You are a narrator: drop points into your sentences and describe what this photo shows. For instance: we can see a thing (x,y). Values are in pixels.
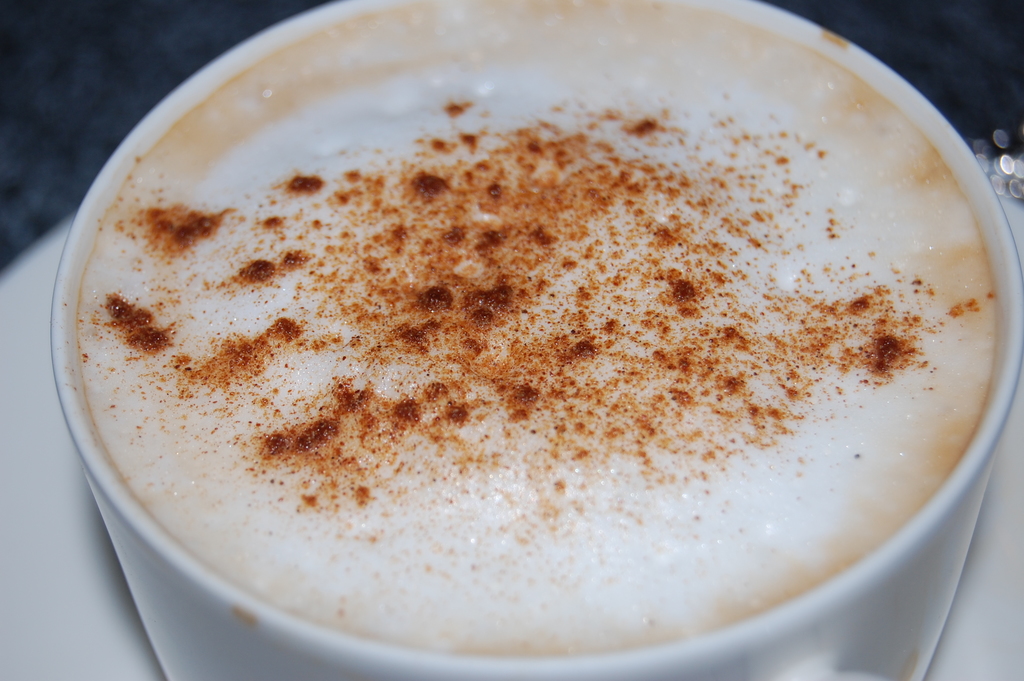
In this picture I can see there is a cup (887,605) of hot beverage (467,71) served and there is something (475,311) sprinkled on it and there is a saucer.
